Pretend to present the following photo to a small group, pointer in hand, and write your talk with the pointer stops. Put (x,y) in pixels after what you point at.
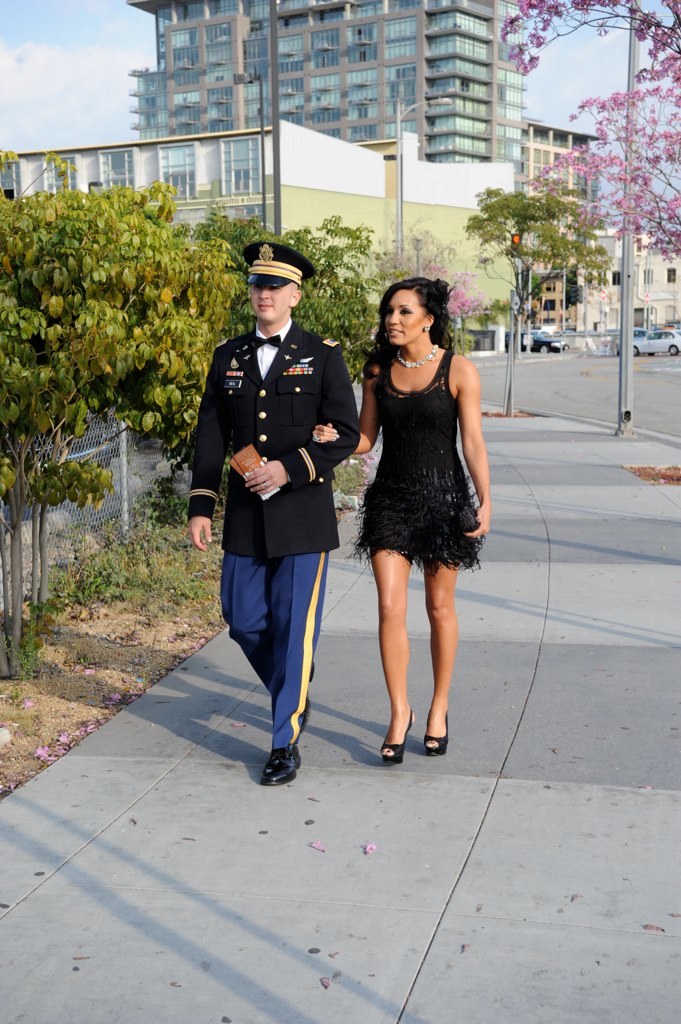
In this image we can see a man (317,531) and a woman (377,527) walking on the pavement (483,775), man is holding an object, there are few trees (37,524), a fence (124,444), a car (640,331) on the road (611,382) and buildings (348,122) and the sky (101,76) in the background (559,133).
